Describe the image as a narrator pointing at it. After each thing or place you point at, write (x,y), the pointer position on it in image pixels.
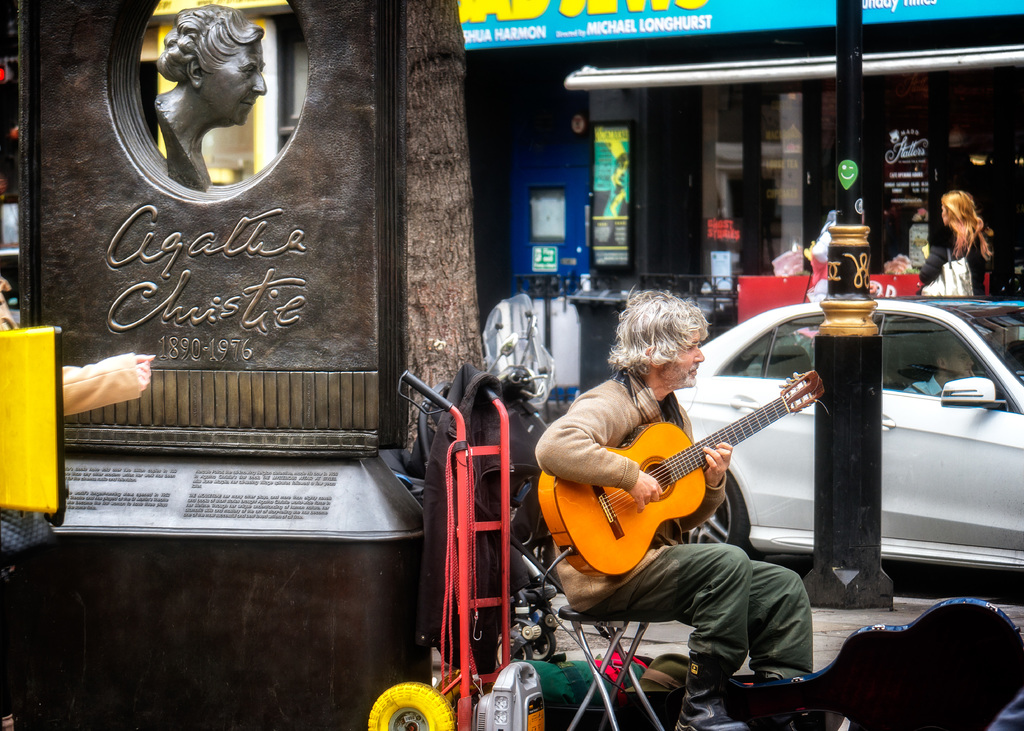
This image is clicked in the city. There is a man (668,405) sitting and playing guitar (615,521). To the left (317,336), there is a statue (131,350). In the background (443,259), there is a tree (445,245). To the right (925,186), there is a white car (951,397) and shops (873,165).
